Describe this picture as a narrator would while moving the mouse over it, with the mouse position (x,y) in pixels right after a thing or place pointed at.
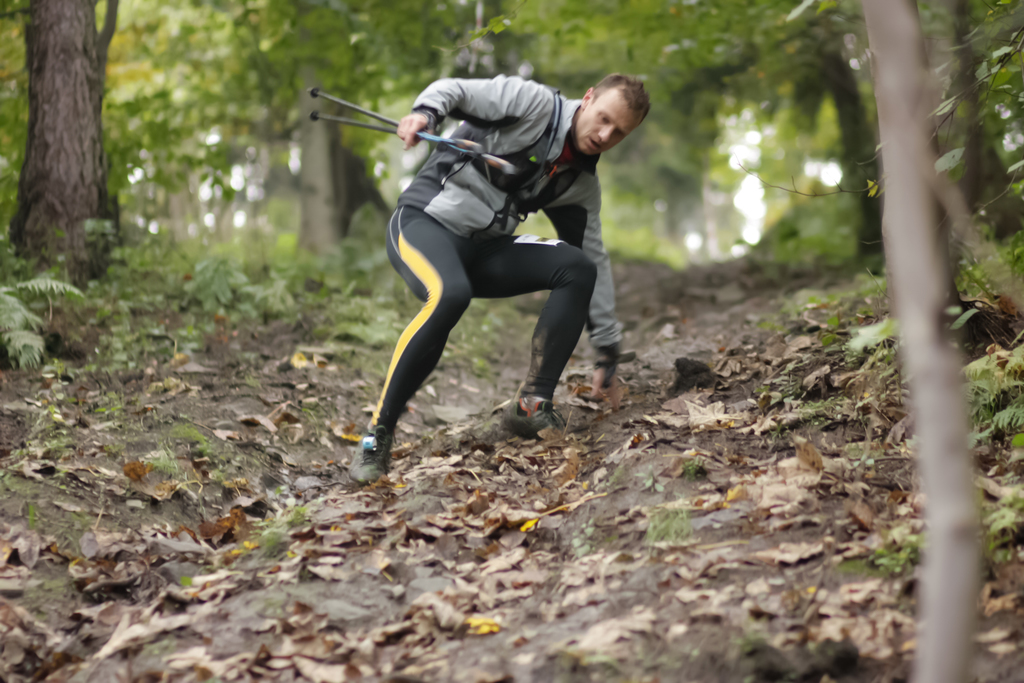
This image consists of a man (425,268) wearing jacket (470,206) and holding sticks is sliding on the ground (492,524). At the bottom (416,557), there are dry leaves (363,533). It looks like a forest (909,236). To the left (174,140) and right there are trees (952,205).
